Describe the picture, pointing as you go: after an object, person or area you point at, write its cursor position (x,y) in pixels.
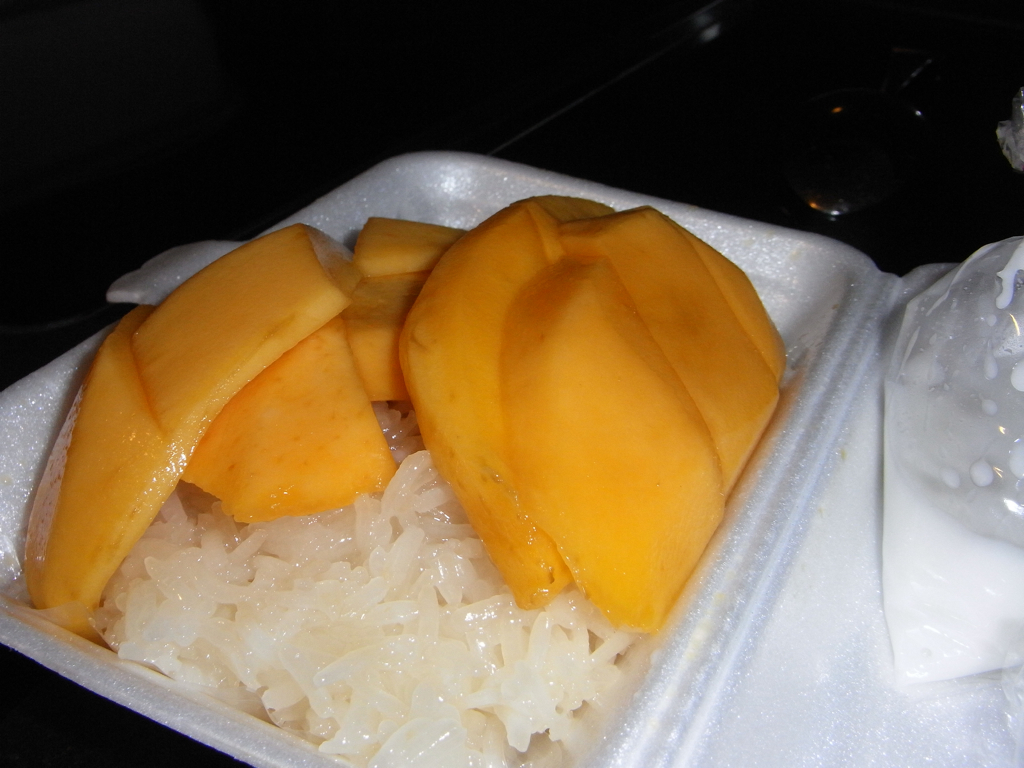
In this image we can see mango slices (553,481), rice (596,634) and cover (946,483) with food item (924,608) are kept on the white color thermocol plate (9,517). The background of the image (976,147) is dark.
